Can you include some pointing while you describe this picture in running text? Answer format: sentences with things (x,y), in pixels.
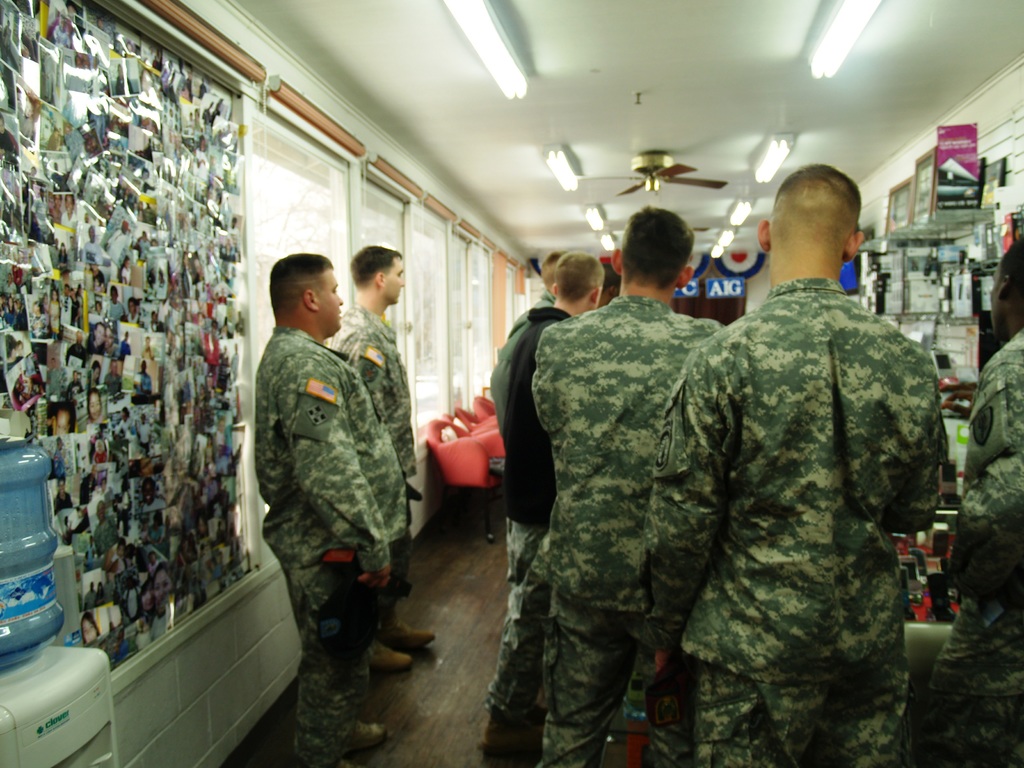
In this picture there are few persons (816,562) standing and there are few photo graphs (124,323) attached to the wall (111,279) in the left corner (93,265) and there is a water filter (44,695) beside it and there are some other objects (700,180) in the background (692,179).
